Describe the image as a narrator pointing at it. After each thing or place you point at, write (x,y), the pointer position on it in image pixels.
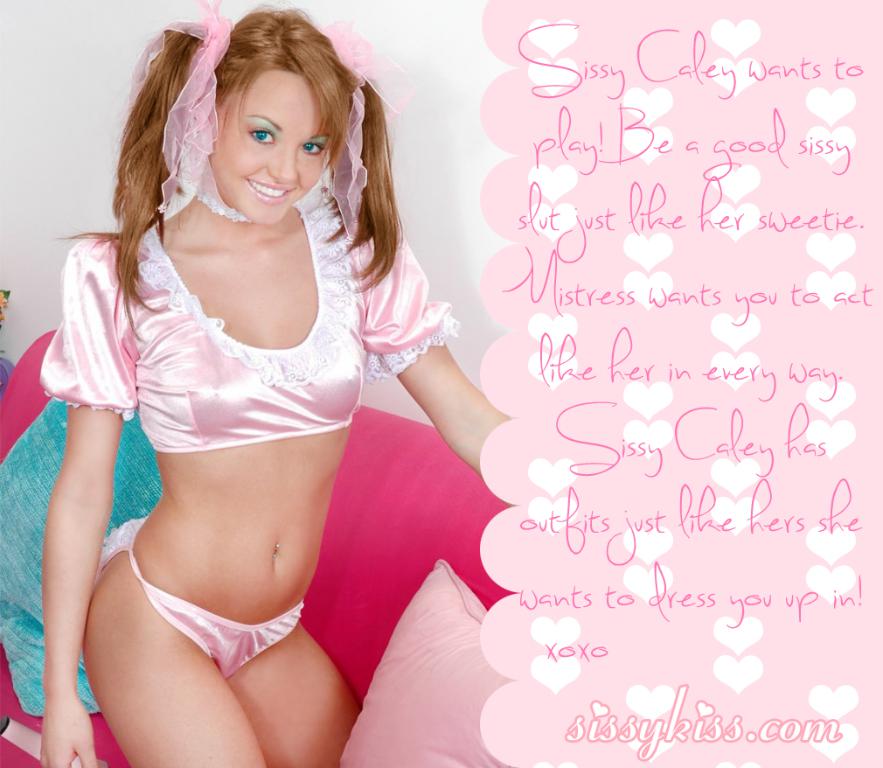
In this picture we can see a woman (187,531) in the squat position on the couch (329,539) and on the couch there are cushions (368,759). Behind the woman (198,413) there is a wall (52,112) and on the image it is written something.
